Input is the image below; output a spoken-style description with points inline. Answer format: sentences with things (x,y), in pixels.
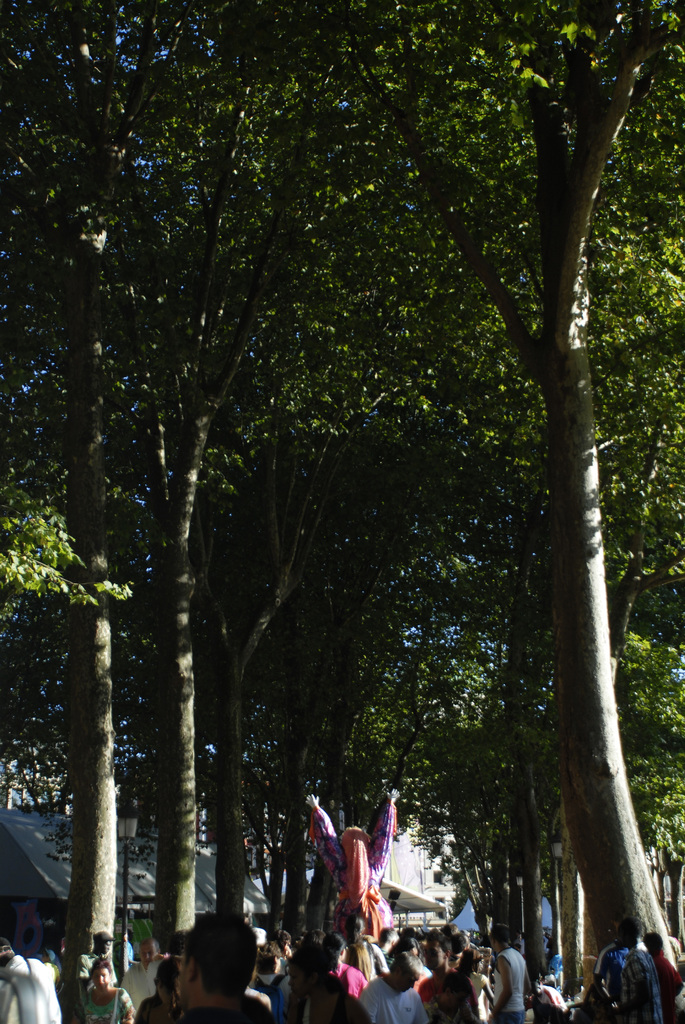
in the given picture i can see bunch of trees (511,461) after that i can see group of people (313,958) next i can see a persons (393,941) holding a person (375,896) and also i can see building (434,871).
